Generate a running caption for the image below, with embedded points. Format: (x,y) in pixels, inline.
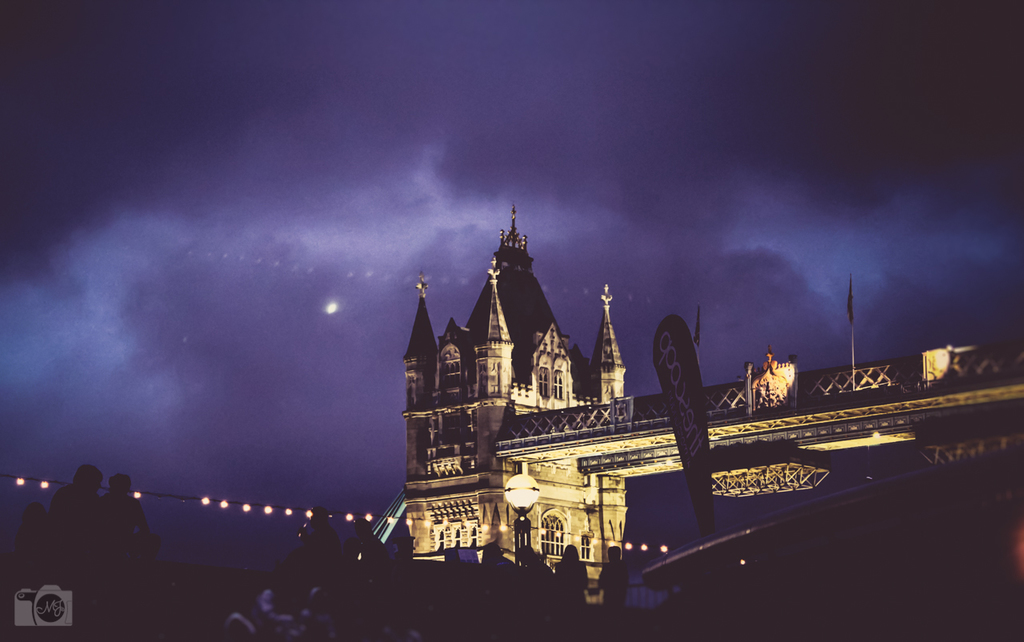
In the foreground of this image (581,587), there are people (88,558), building (468,370), lights (516,499) and a banner flag (684,458) like an object (684,458). At the top (384,114), there is the dark sky (326,130).
